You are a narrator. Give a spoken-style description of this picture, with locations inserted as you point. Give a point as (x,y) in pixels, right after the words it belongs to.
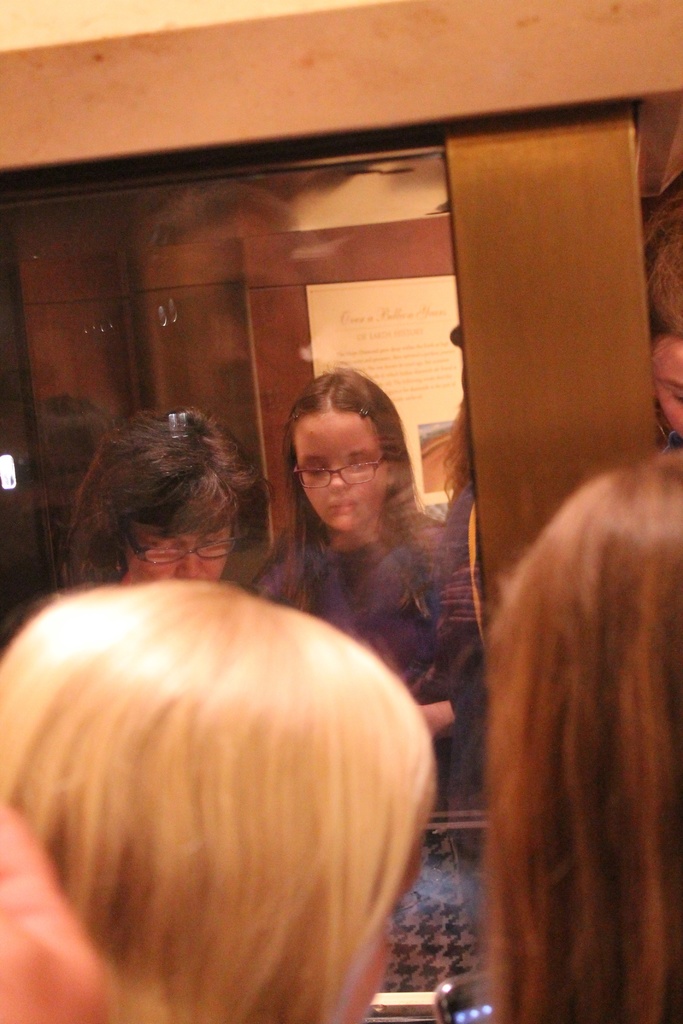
In this picture we can see some people (247,681) standing, mobile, mirror (465,934), cupboards (89,254) and a poster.
